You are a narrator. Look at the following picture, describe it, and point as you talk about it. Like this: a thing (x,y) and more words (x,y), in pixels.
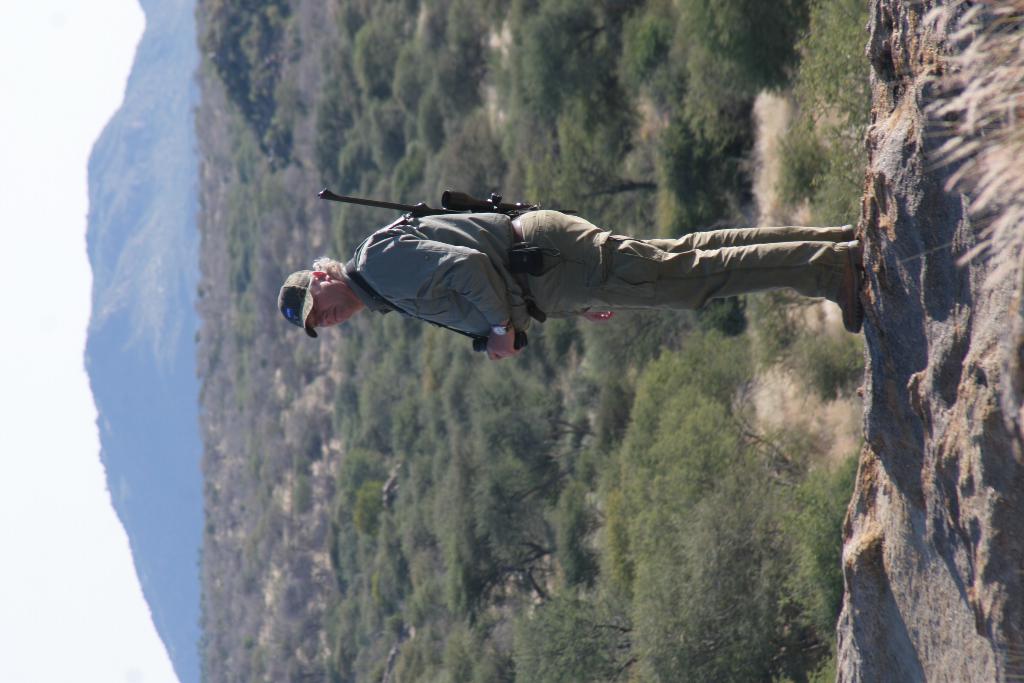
In this image we can see a person (376,246) holding the object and carrying a gun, there are few trees (557,204), mountains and the sky (44,447).
